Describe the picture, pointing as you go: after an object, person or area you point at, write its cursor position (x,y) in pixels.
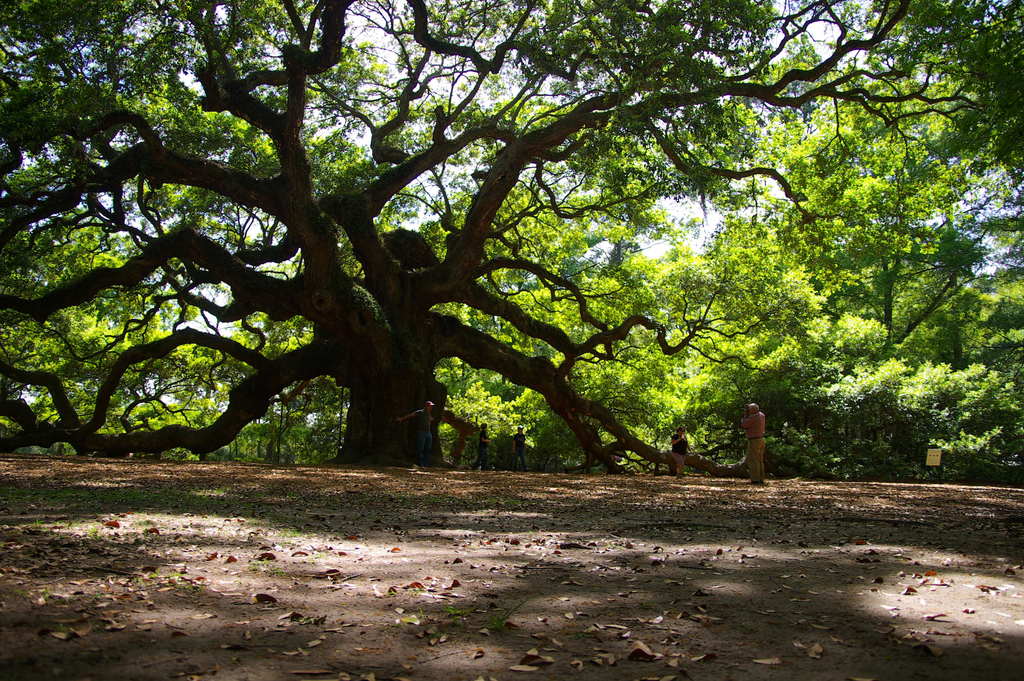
In this image I can see the ground (492,571), few leaves (419,622) on the ground (315,578), few persons (682,470) standing on the ground (681,537) and a huge tree (350,348) which is black and green in color. In the background (381,49) I can see the sky (457,103).
